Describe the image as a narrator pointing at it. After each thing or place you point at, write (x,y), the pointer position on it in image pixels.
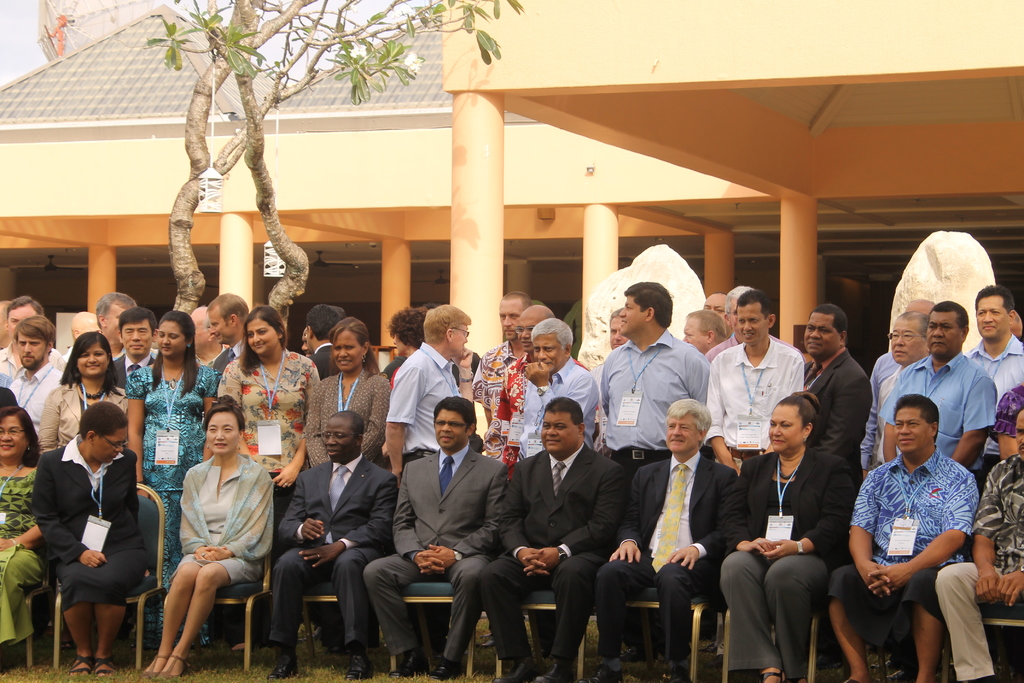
In this image there are group of people (519,547) sitting and standing behind him there is a building (296,185) and tree (231,36).
